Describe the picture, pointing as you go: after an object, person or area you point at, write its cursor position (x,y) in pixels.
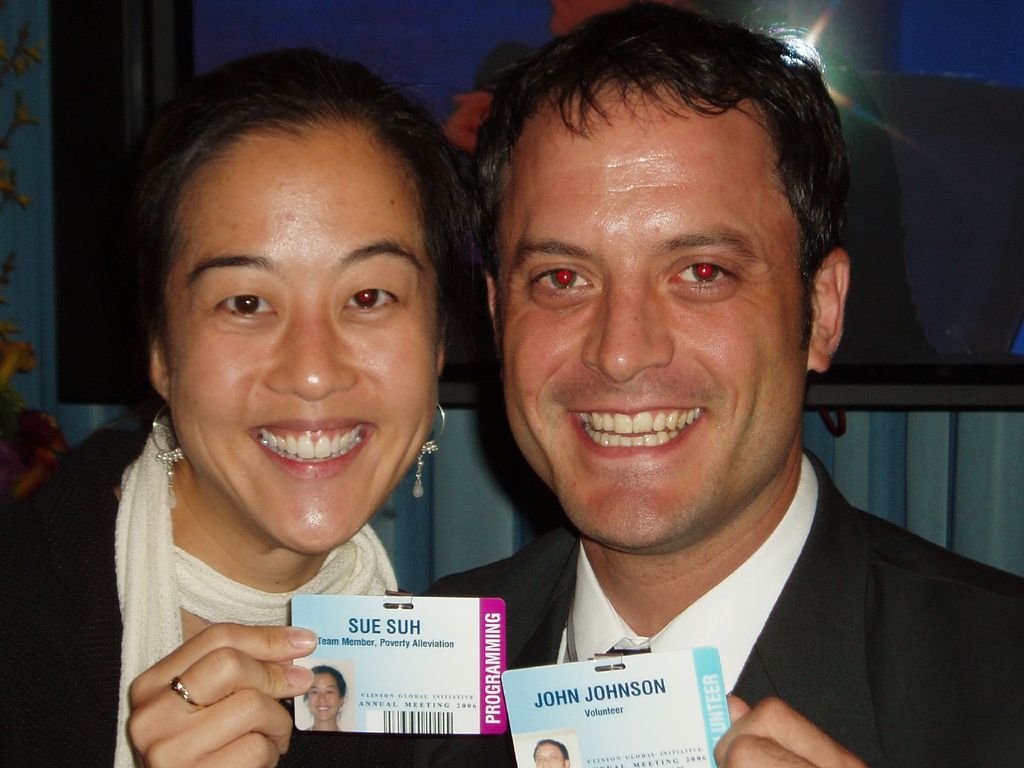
In the picture there is a man (604,269) and a woman (281,320) laughing, they are catching identity cards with the hands (171,738), behind them there is a wall (485,553), on the wall (465,553) there may be a frame (927,66).
